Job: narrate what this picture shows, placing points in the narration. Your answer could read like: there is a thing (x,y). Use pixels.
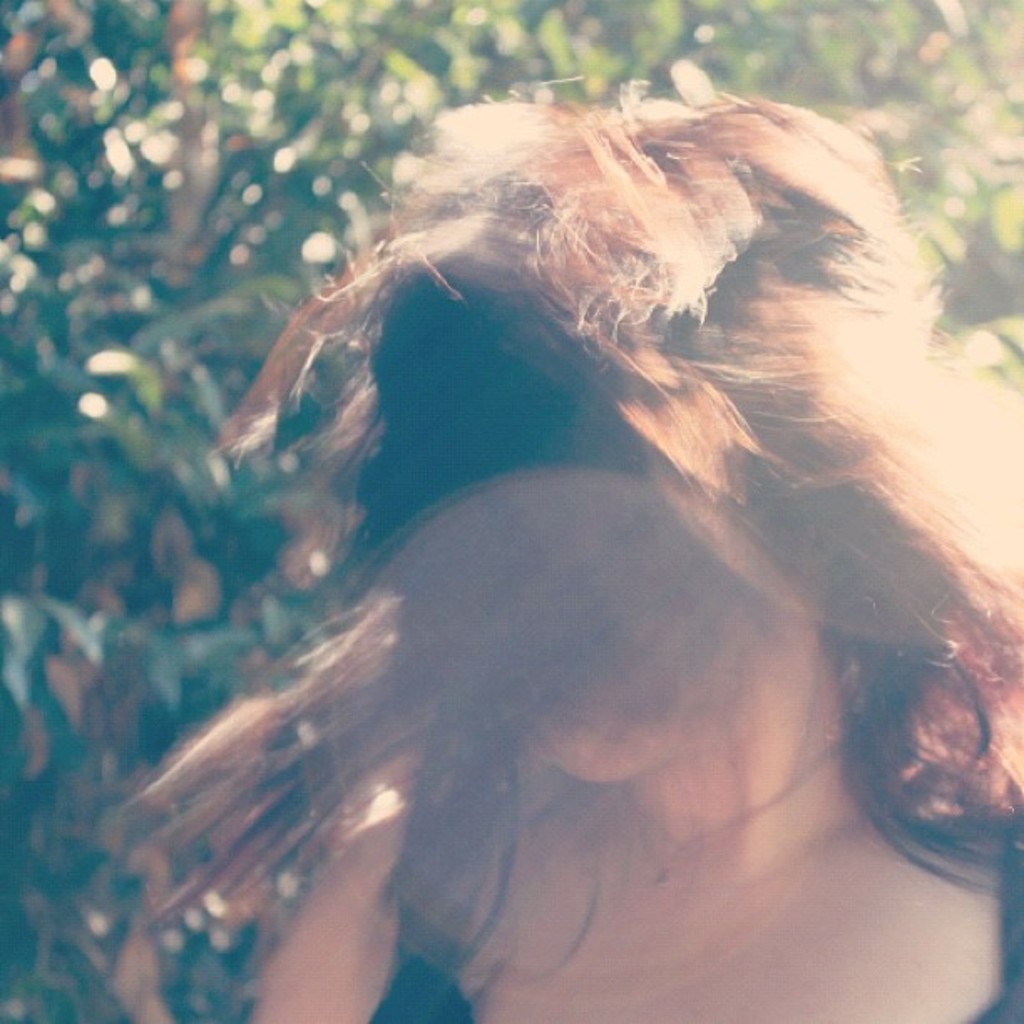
In the image there is a girl (645,753) standing in the front (699,369) and behind him there are trees (166,192).
